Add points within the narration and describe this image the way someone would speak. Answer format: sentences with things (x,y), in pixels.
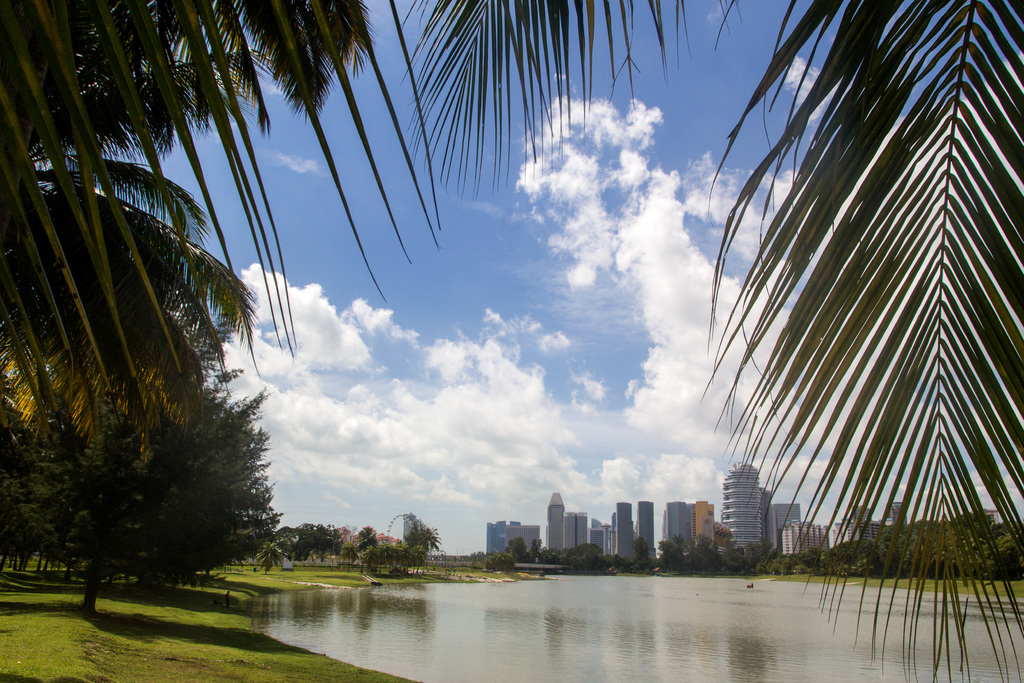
In this image there are many trees (422,543) and also buildings (568,520). At the top (533,223) there is sky (585,285) with some clouds (671,367) and at the bottom (633,631) there is lake (593,645).
